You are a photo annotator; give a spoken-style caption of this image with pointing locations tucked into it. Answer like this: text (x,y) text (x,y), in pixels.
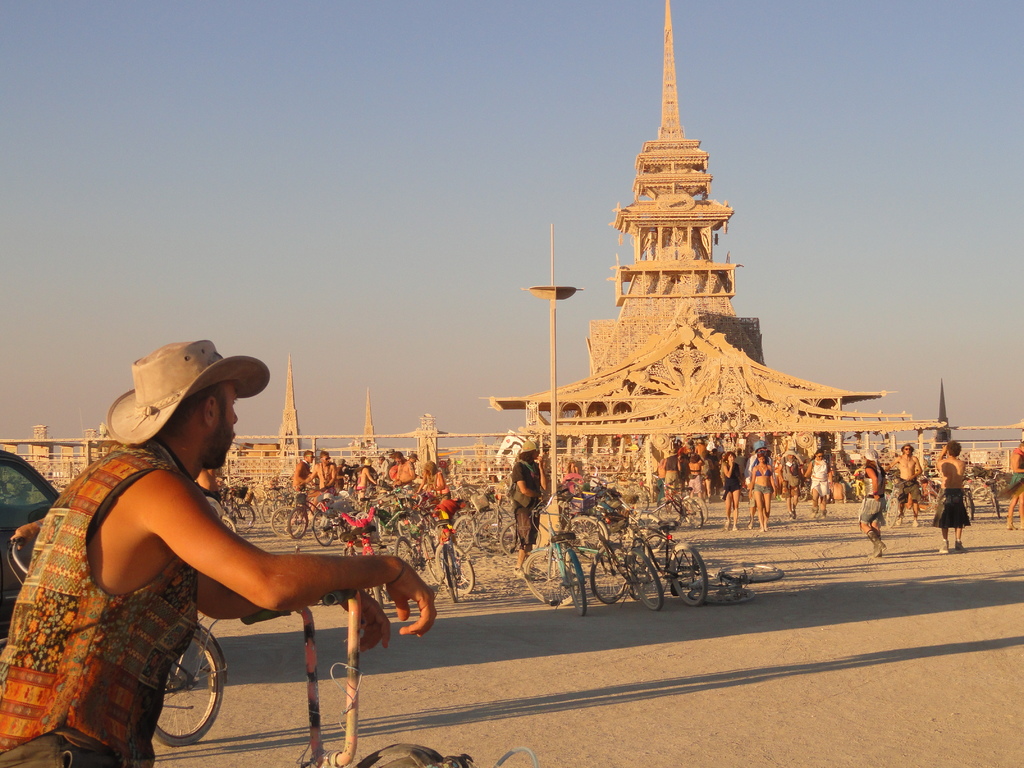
In the foreground of the image (81,560) there is a person (172,511) wearing a hat (126,419). In the center of the image (396,478) there are bicycles (249,508), people (950,515) walking on the road (706,641). In the background of the image (654,447) there is a wooden structure (646,392) and sky (327,154).
